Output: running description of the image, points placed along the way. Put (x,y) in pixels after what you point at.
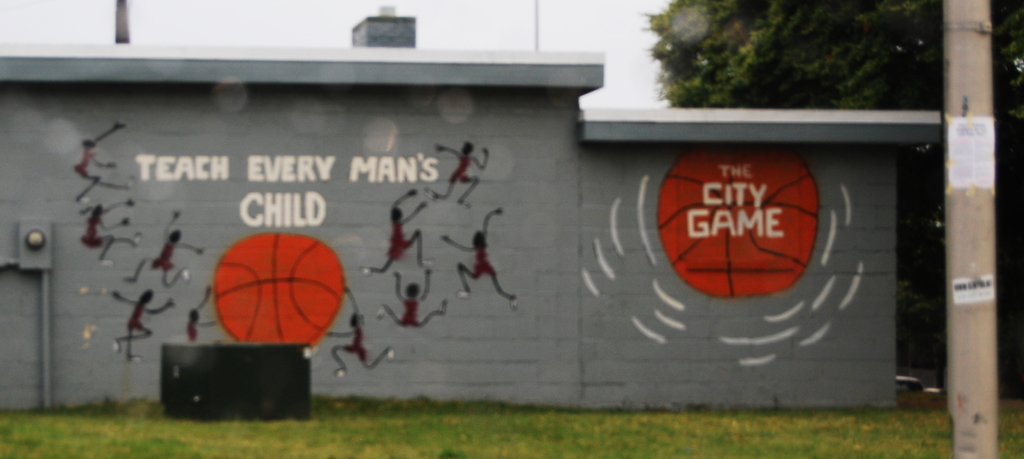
In this picture I can see the grass (711,440) and a pole (961,244) in front (545,440) and in the background (187,198) I can see the wall (306,172) on which I can see the depiction of balls (330,296), few person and I see something is written and on the right side of this picture (846,81) I can see a tree (830,89).
